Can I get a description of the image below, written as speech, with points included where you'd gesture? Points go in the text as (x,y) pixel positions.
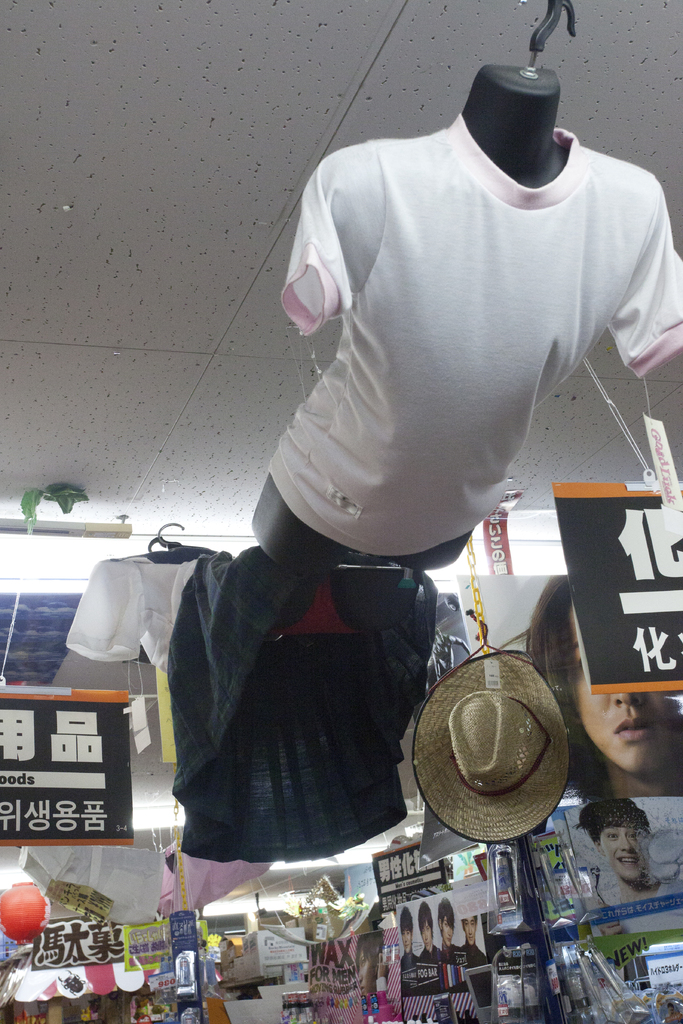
In this image I can see a t shirt (504,454) on a mannequin (495,436). There are clothes (382,776) and a hat (490,762) is hanging. There are boards (40,830) and other objects (235,937) in the store (235,937).
